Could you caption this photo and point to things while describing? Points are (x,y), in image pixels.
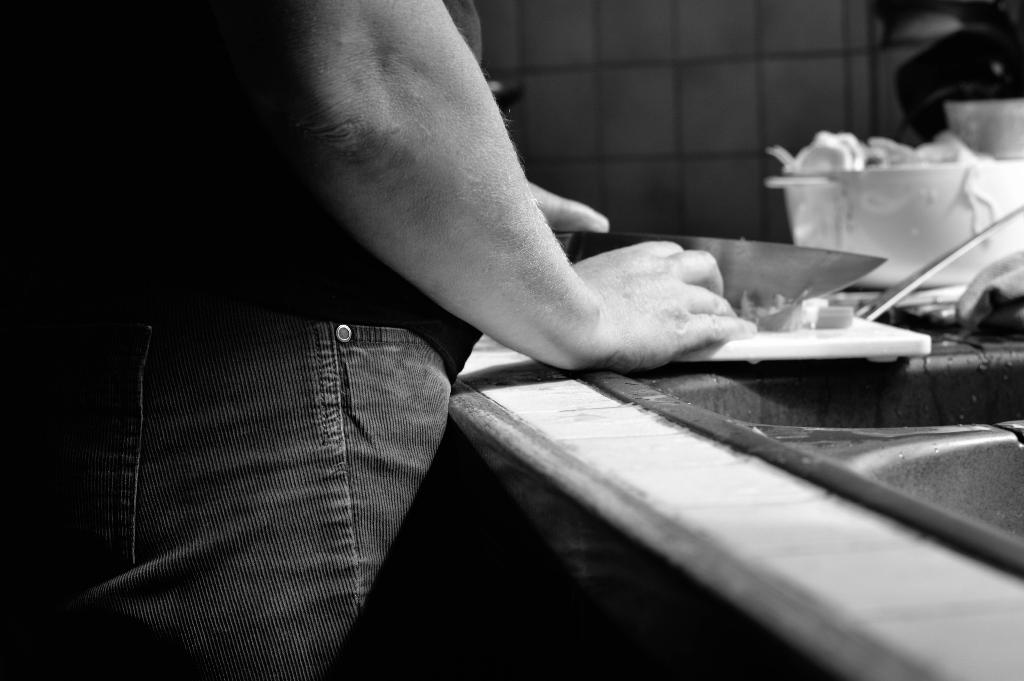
I can see this is a black and white picture. There is a person (445,222) standing. In the bottom right corner (918,520) it looks like a wash basin (819,463). And there are some other objects (772,293).
